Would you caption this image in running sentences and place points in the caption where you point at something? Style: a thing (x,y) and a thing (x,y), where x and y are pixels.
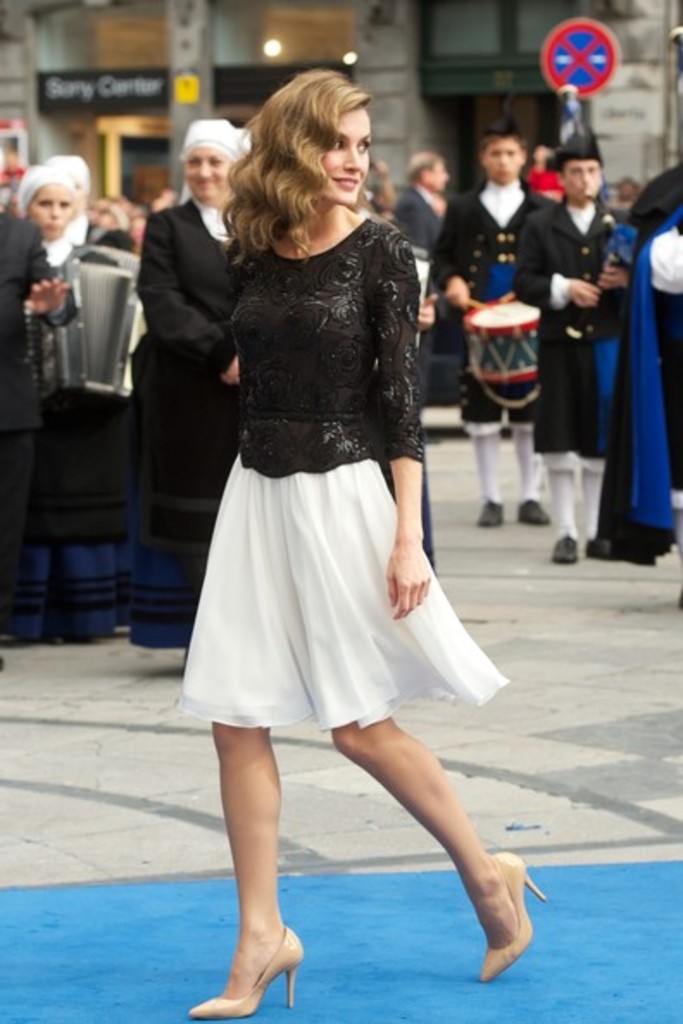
In this picture there is a girl (238,340) in the center of the image (238,603) and there are other people (38,524) in the background area of the image (509,265), there is a building (398,119) at the top side of the image (396,12) and there is a carpet (84,979) at the bottom side of the image (73,971).
